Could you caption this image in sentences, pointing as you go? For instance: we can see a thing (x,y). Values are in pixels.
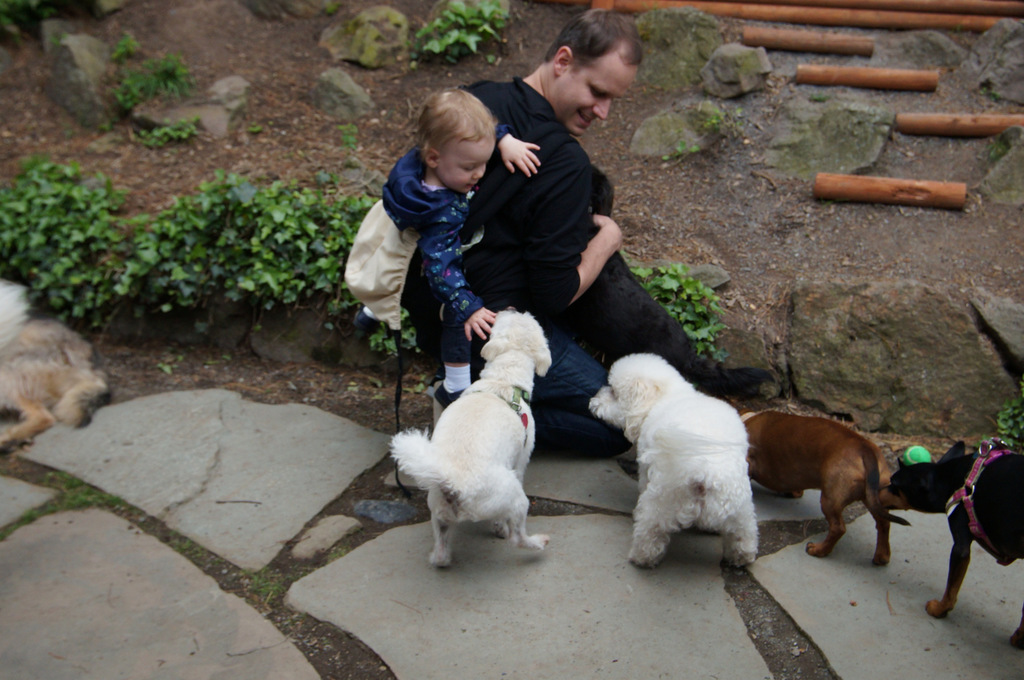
In this picture we can see two people (536,282), dogs (479,502) on the ground (330,514) and in the background (310,244) we can see plants (269,213), wooden objects (801,38) and stones (95,68).
